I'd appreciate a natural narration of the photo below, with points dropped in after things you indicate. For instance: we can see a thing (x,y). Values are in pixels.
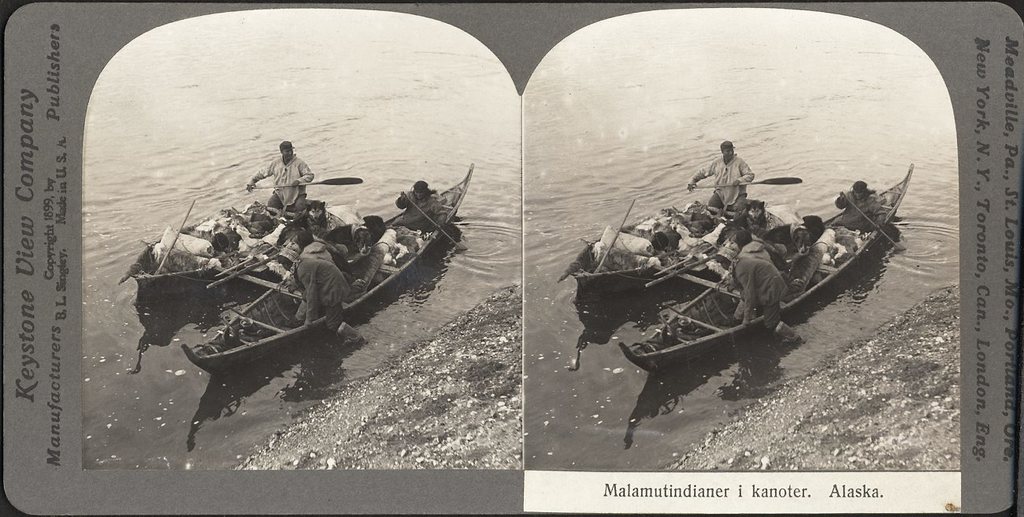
This is a collage image. I can see few people (285,170) and objects (272,245) on the boats (369,291), which are on the water (531,192). There are letters (983,65) on the image.
